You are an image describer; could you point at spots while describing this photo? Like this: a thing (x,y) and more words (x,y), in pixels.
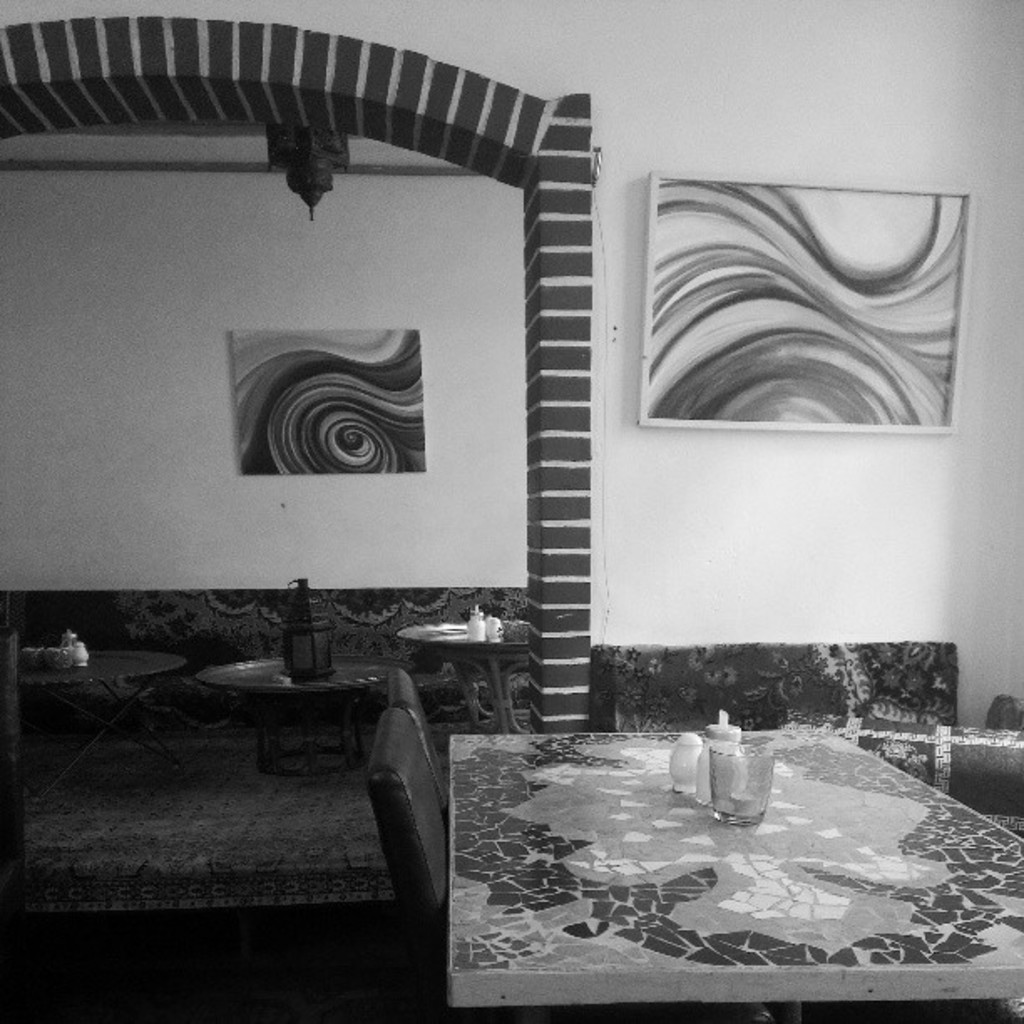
In the image we can see a frame (860,347), wall (844,552), chairs (419,732), table (636,810), on the table (792,784) there is a glass (742,785) and other objects (689,775), and this is a floor (343,980).
